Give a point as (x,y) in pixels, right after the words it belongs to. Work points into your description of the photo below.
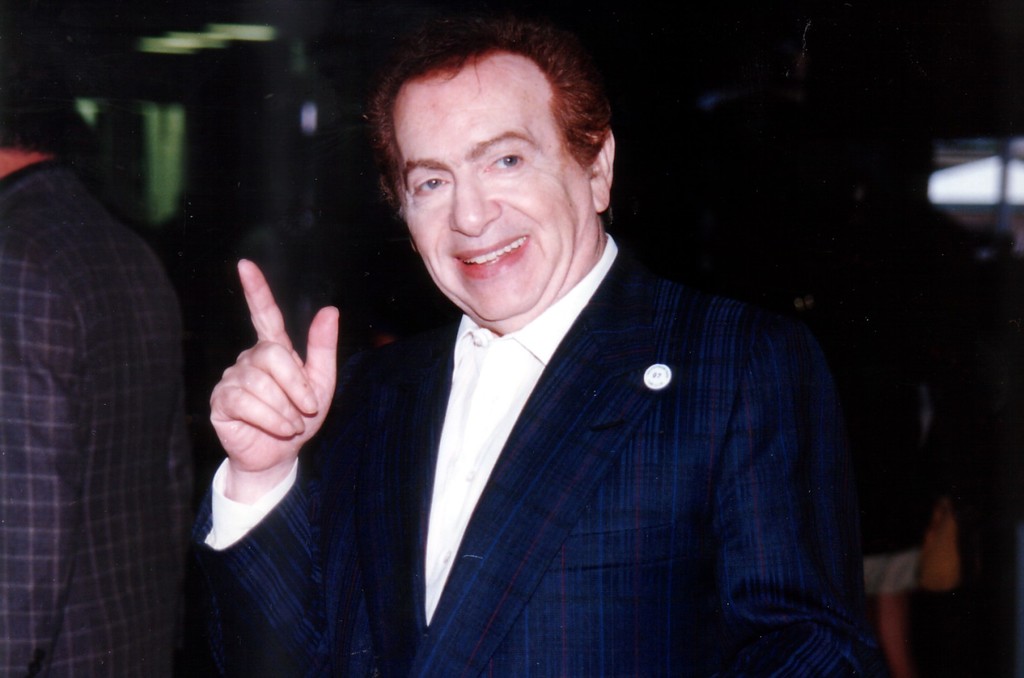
In this image in the front (506,350) there is a person (474,454) standing and smiling. On the left side (80,320) there is a person (86,393) standing and the background (901,67) is blurry.
